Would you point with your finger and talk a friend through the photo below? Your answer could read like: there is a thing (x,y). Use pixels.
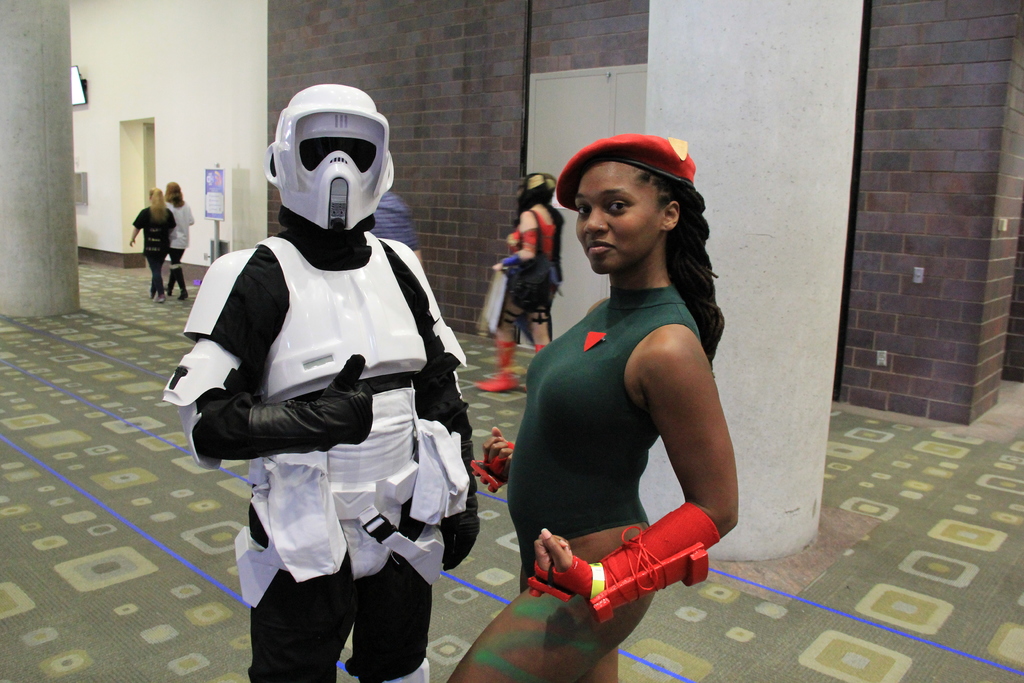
In the foreground (664,339) I can see two persons (626,251) on the floor (463,601) and two persons (567,601) are wearing costumes (325,367). In the background (122,84) I can see pillars (821,96), wall (373,64), monitor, board (219,196) and a door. This image is taken may be in a hall (421,200).
